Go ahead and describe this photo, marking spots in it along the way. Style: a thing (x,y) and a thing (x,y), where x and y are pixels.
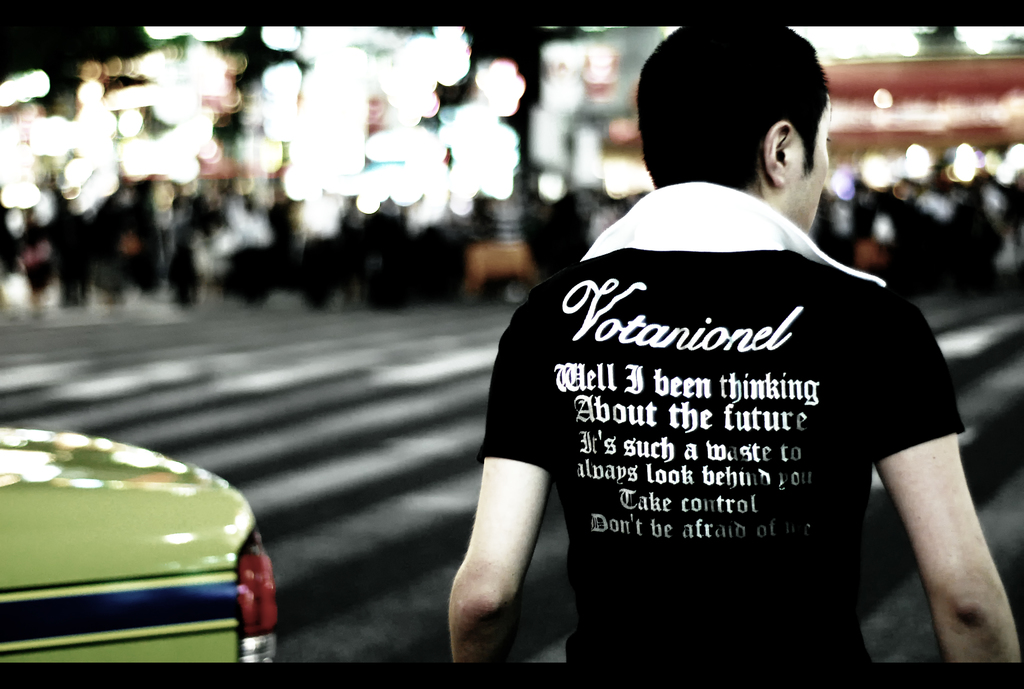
On the right side (759,446) there is a man (807,486), he wore black color t-shirt (839,445).
